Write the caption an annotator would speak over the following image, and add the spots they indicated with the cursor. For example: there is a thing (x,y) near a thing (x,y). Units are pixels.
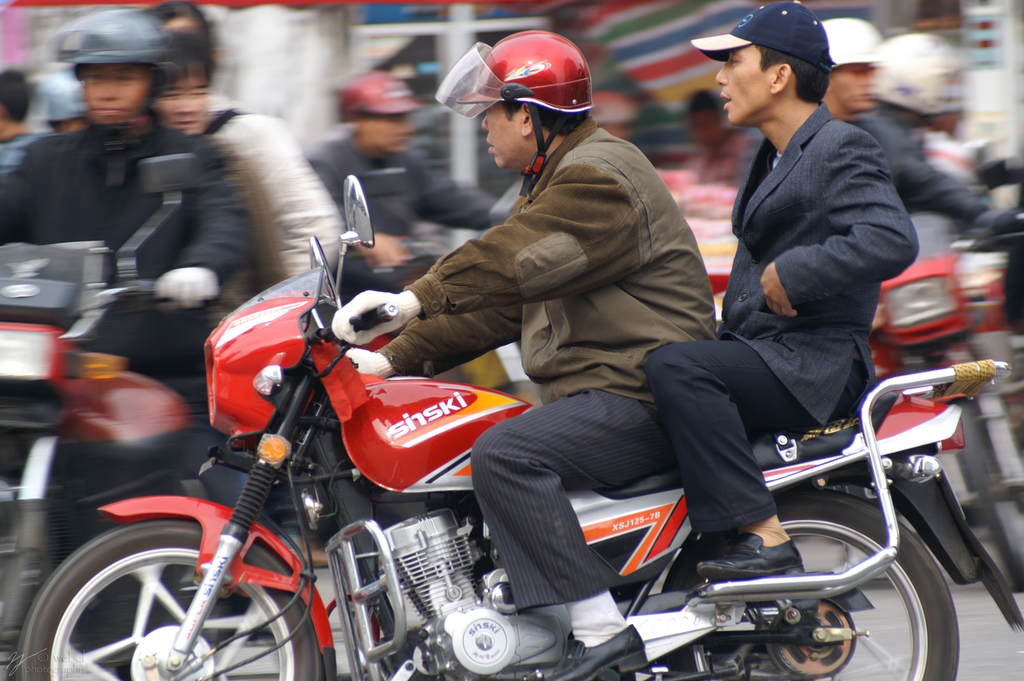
In this image we have 2 persons (595,651) riding the bike (282,626) in the road (978,627) and at the back ground (330,220) we have group of persons (248,183) riding the bike (139,430).
